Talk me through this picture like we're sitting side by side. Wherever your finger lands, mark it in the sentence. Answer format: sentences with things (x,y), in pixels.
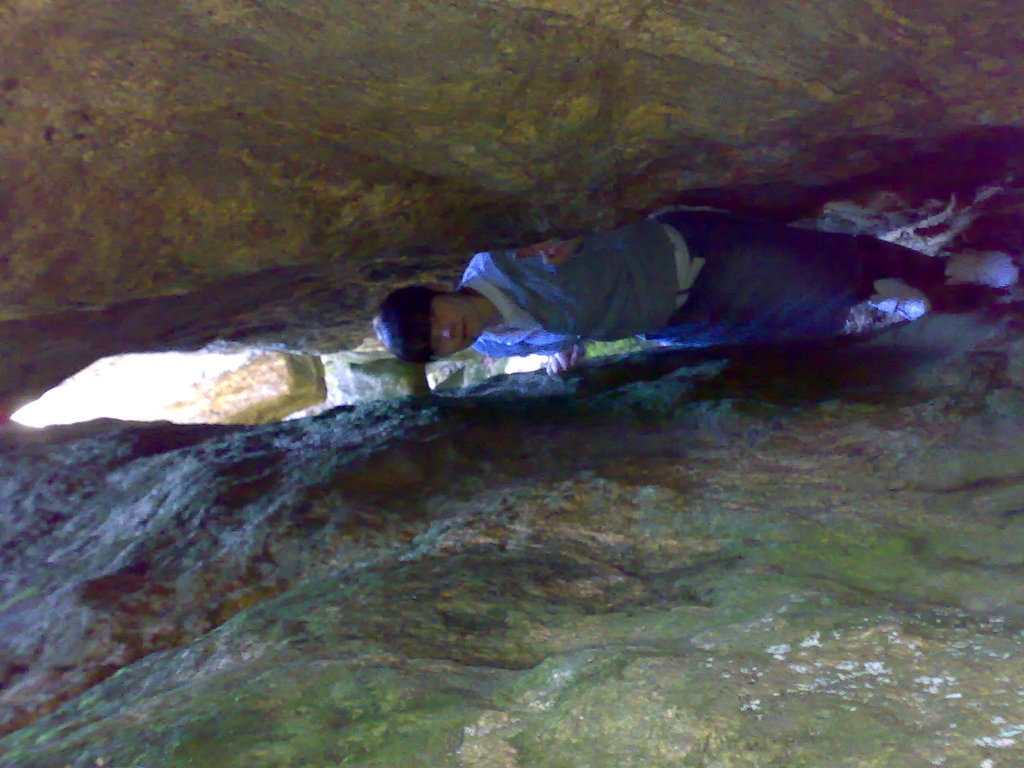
In this image in the center (578,343) there is a person (631,321) standing and there are rocks (504,157) at the top (425,153) and bottom of the image (406,537).
